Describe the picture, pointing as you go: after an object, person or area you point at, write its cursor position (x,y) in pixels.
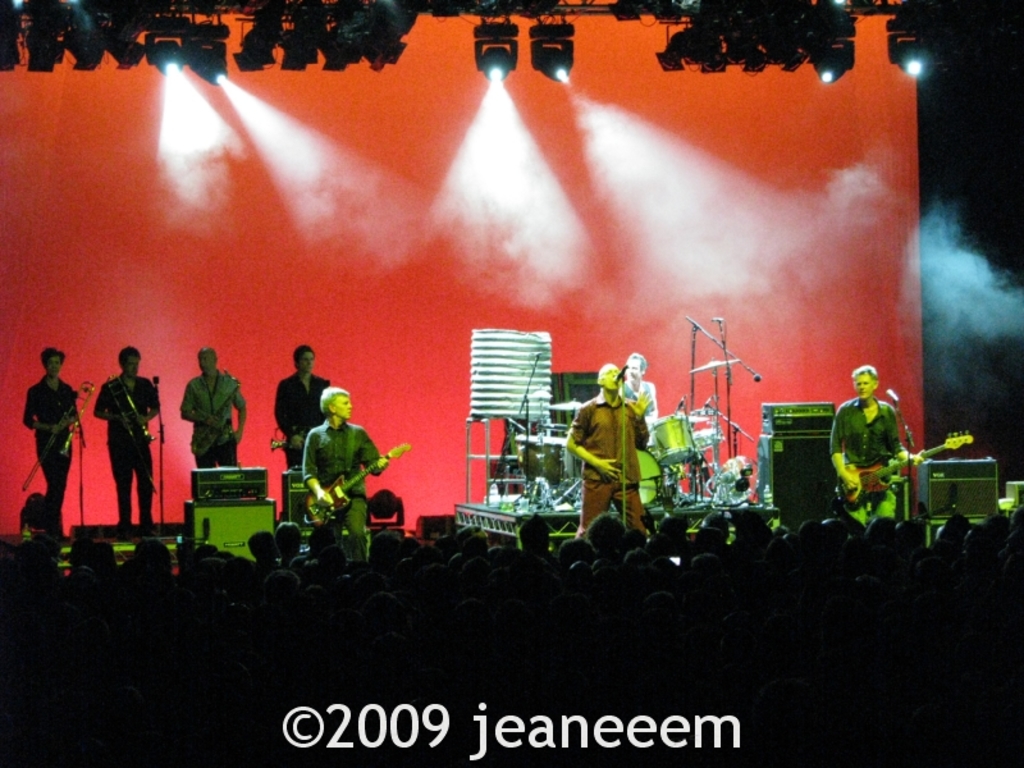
In the center of the image (603,471) there are people (591,481) performing on the stage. At the bottom of the image (691,575) there are people (222,559) standing. In the background of the image (438,316) there is a wall (169,333).
